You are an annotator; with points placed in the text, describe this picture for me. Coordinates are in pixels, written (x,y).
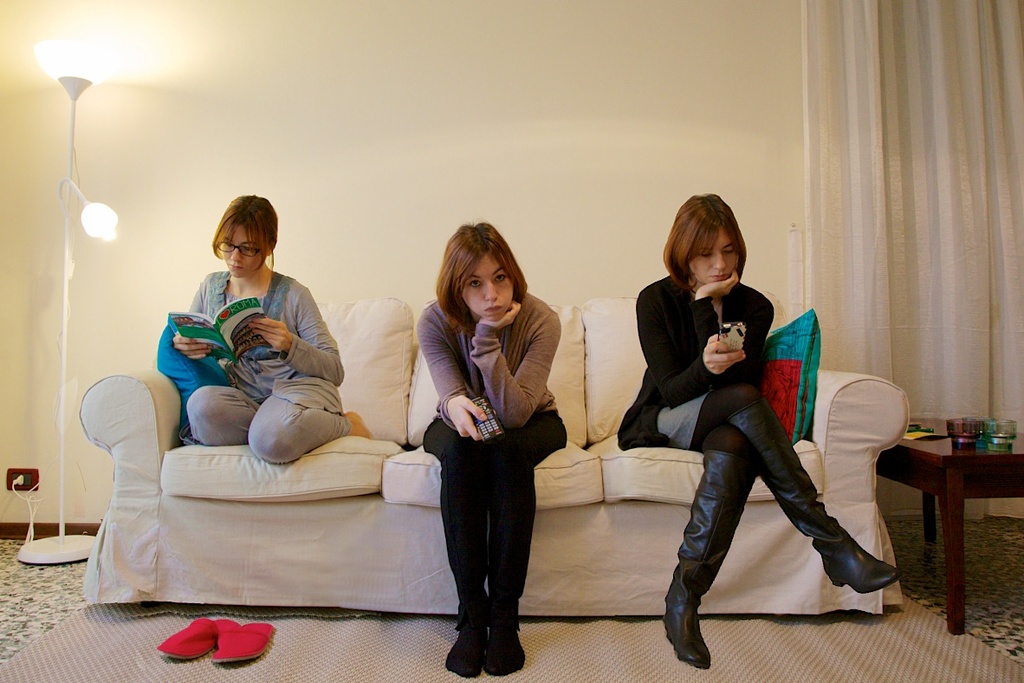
This picture is taken in a room (814,645), there is a sofa (598,541) which is in white color, on that sofa (211,491) there are some girls (531,525) sitting on the sofa (620,395), in the left side (305,340) there is a girl (258,359) sitting and she is reading a book (221,353), in the middle (485,455) there is a girl (488,487) sitting and she is holding a remote (480,430), in the right side (727,549) there is a girl (696,563) sitting and she is using mobile (728,343), in the right side (945,488) corner there is a table (935,457) which is in brown color, in the left side (76,98) there is a light (85,196) which is in white color, in the background (376,163) there is a yellow color wall (424,132) and there is a white color curtain (877,79).
